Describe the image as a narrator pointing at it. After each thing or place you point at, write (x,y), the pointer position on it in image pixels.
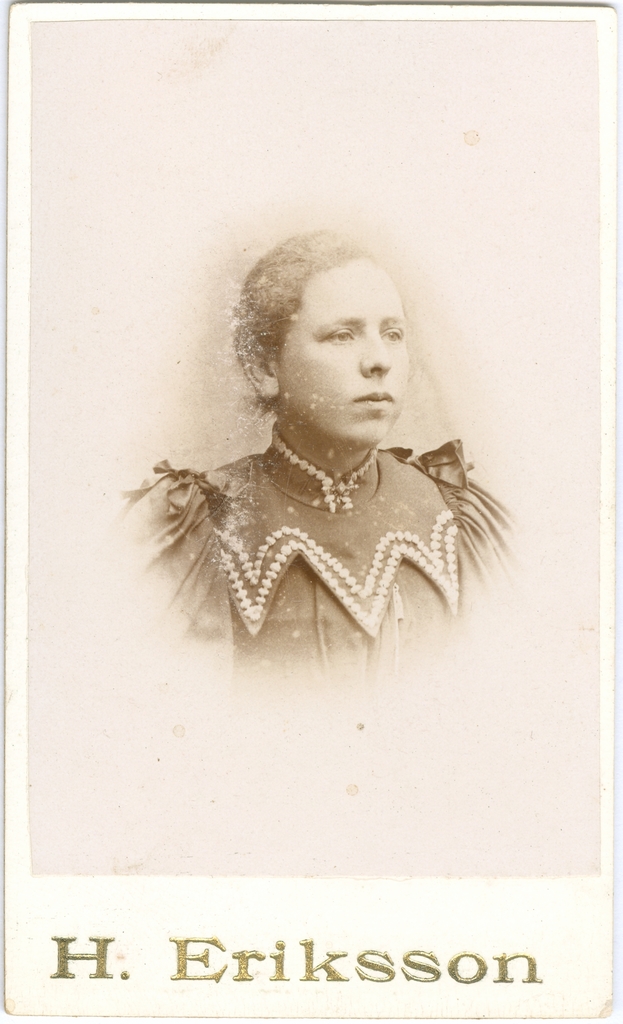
In this picture we can see photo (296,462) of a woman (271,624) and some text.
